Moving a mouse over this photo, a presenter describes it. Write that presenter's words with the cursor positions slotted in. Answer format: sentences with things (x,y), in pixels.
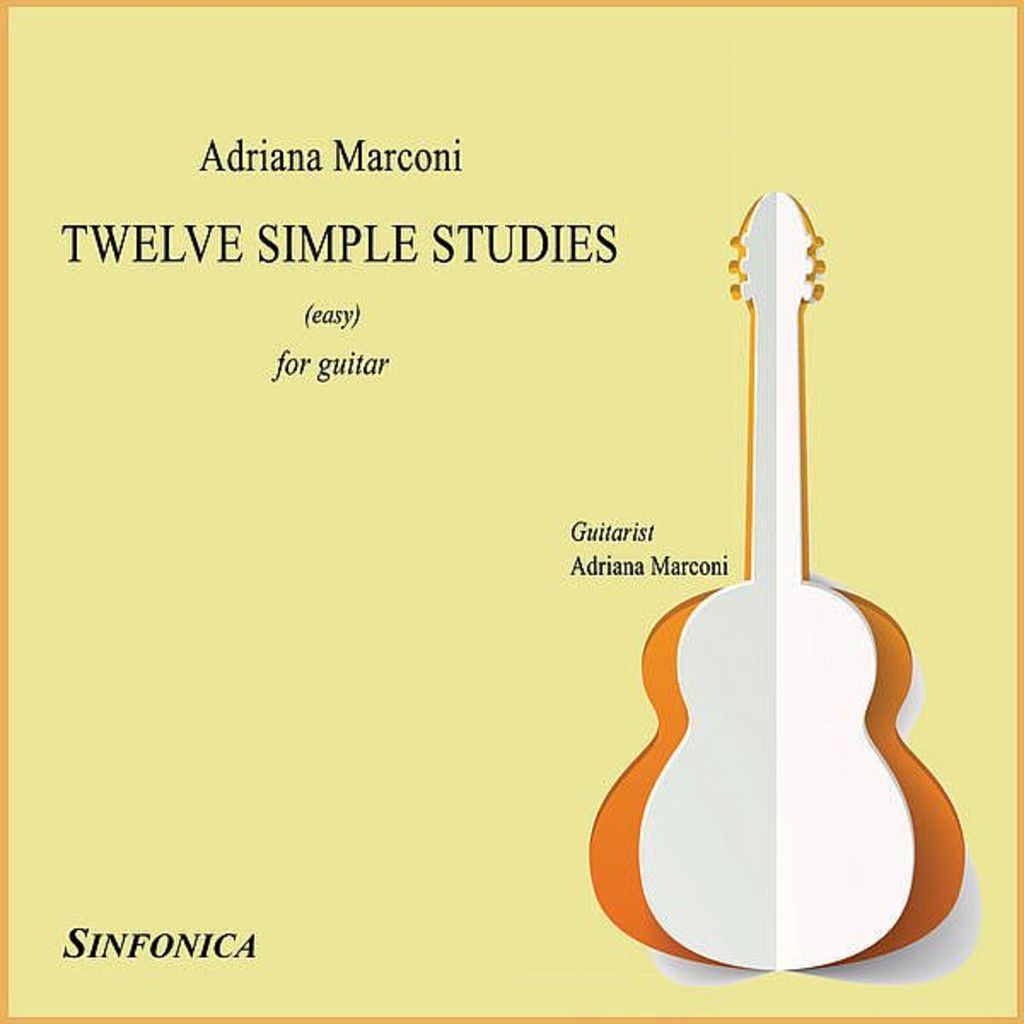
This is a poster (709,528) and here we can see a guitar (716,777) and some text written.
